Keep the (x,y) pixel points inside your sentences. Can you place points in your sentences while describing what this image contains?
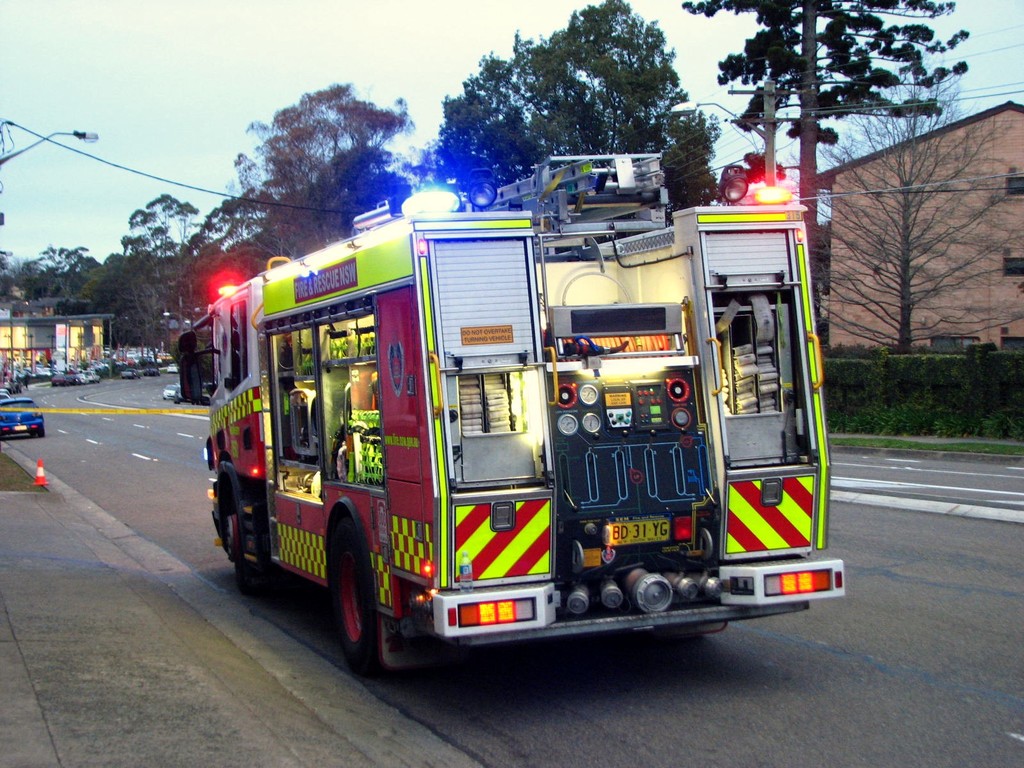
In this image I can see the road (799,721). On the road (773,720) I can see many vehicles (475,535) which are colorful. To the side of the road (120,488) there are many trees (208,332), houses (840,330) and the traffic cone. In the background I can see the sky (110,133).
